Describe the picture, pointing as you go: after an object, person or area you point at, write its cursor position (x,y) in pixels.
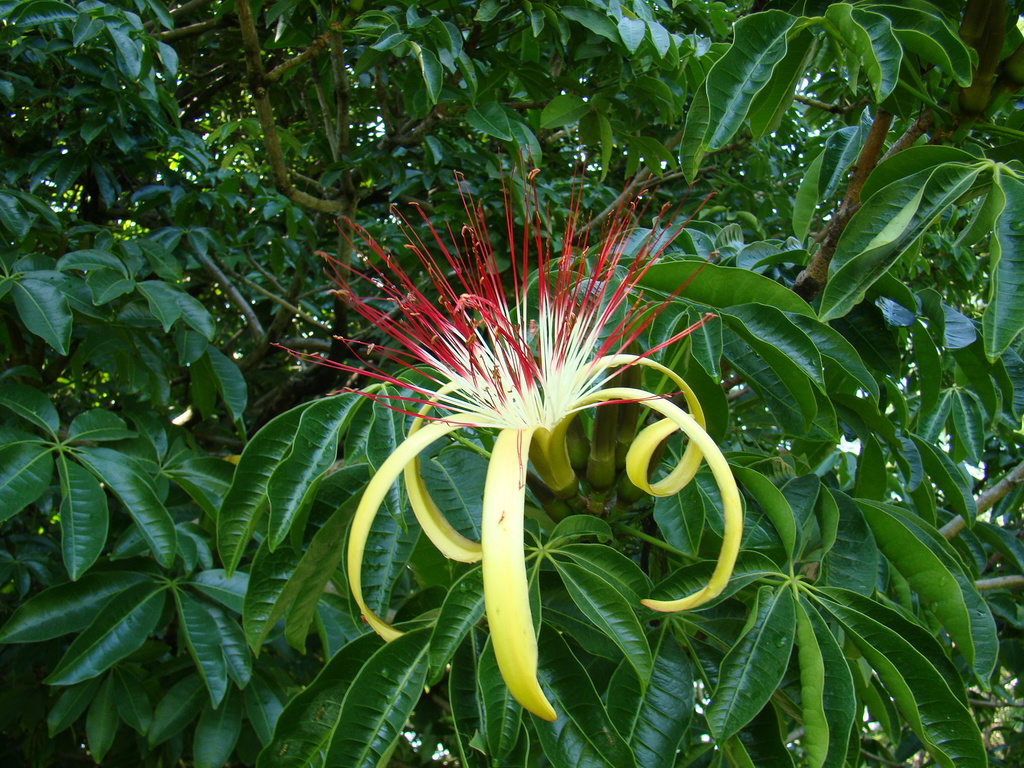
In this image we can see the flower (488,591) in the middle (386,504) and we can also see the tree leaves (671,450).
